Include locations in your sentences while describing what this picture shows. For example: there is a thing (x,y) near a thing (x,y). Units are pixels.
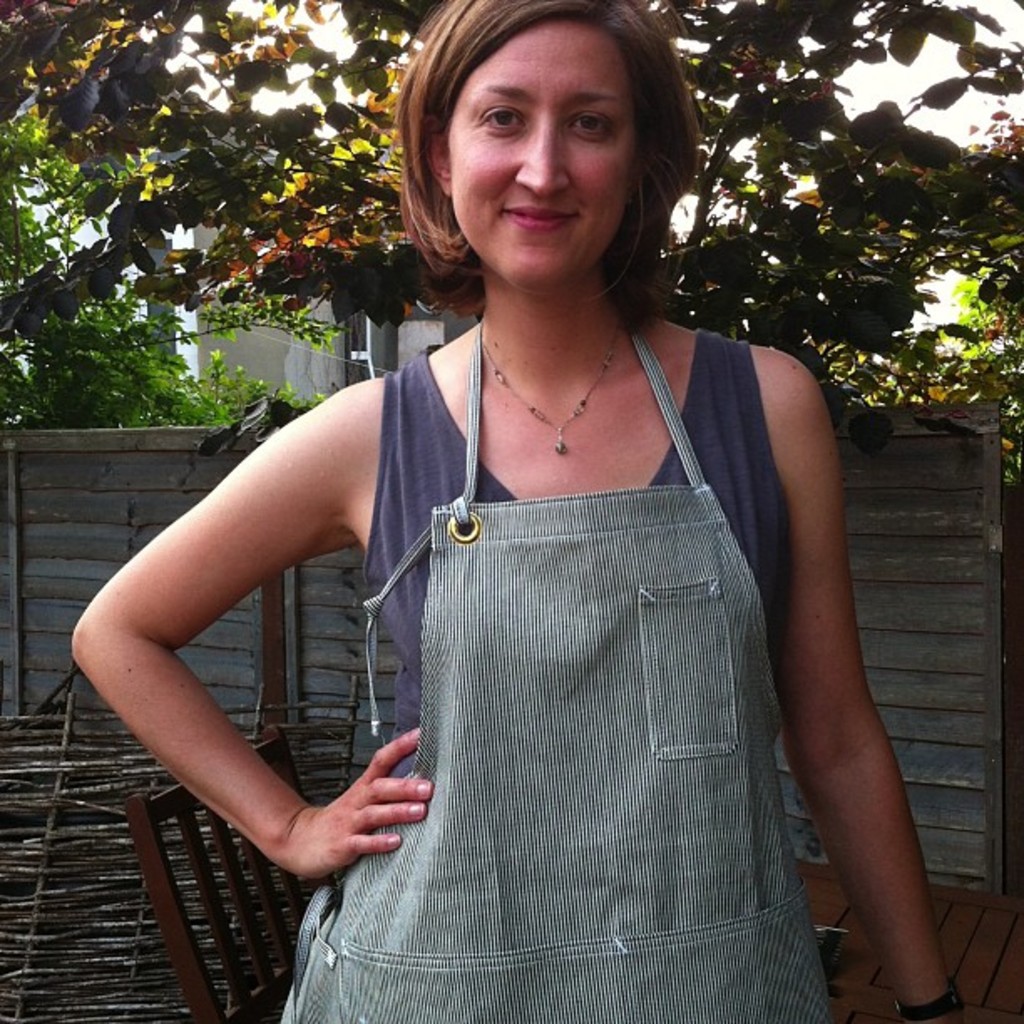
In this picture we can see a woman (467,851) standing and smiling and in the background (82,507) we can see fence (877,539), trees (58,233), chair (251,986).
